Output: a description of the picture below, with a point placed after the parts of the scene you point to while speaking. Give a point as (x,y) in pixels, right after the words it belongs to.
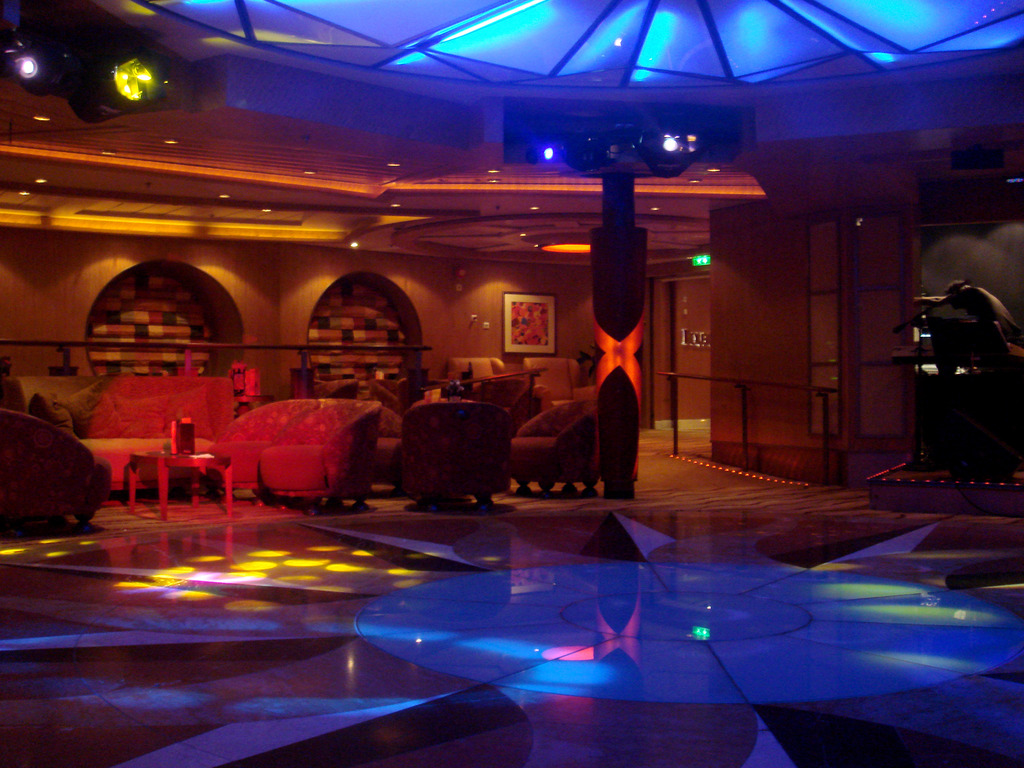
In this image we can see some chairs (307,416), sofas (270,427) and a table (176,465) on the floor (374,524). We can also see a pole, some lights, a frame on a wall (380,351), a signboard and a roof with some ceiling lights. On the right side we can see a person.
